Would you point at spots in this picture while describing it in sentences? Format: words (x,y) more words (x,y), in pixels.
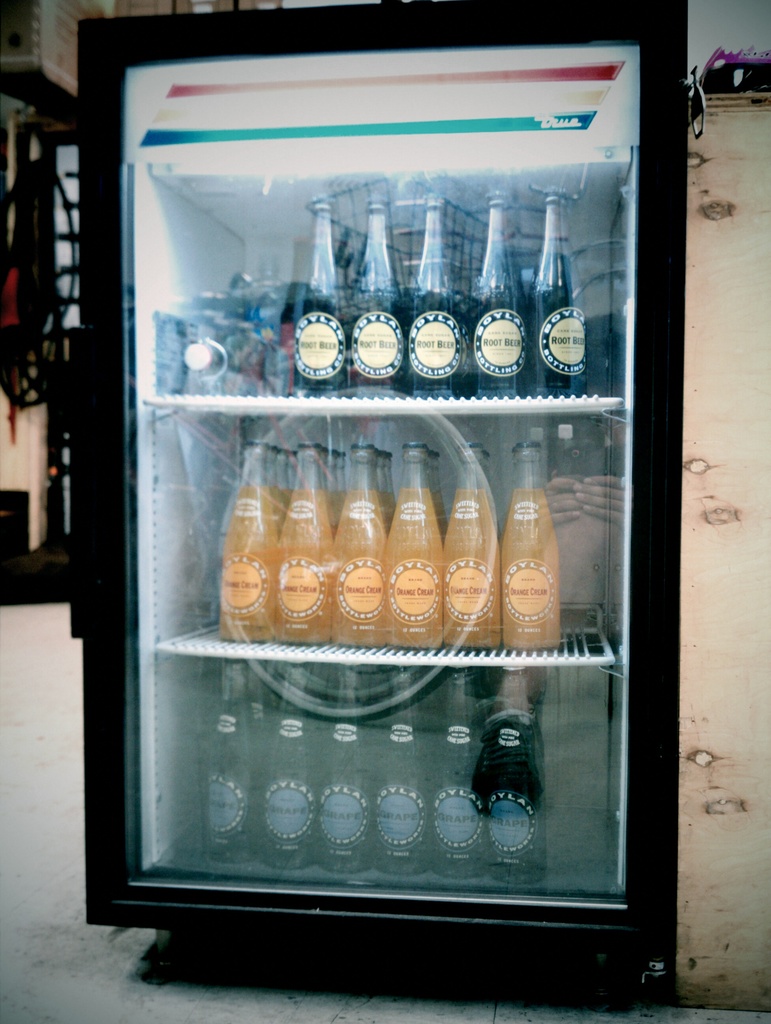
In the picture I can see mini refrigerator (655,720) in which bottles (334,362) with labels (422,351) are placed. The background of the image (706,794) is blurred.
